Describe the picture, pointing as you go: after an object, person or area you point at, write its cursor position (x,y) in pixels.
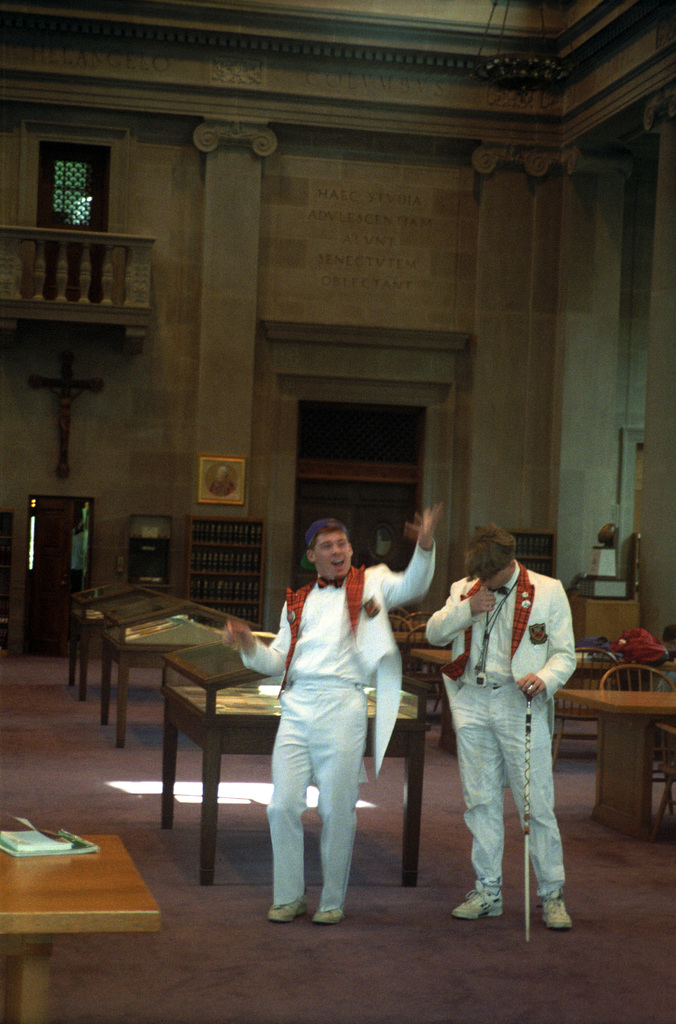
In this picture there are two boys (301,905) those who are standing at the center of the image (307,615) and there are glass tables (258,676) behind them and there is a desk (37,952) at the left side of the image (106,884), it seems to be they are performing an act.
